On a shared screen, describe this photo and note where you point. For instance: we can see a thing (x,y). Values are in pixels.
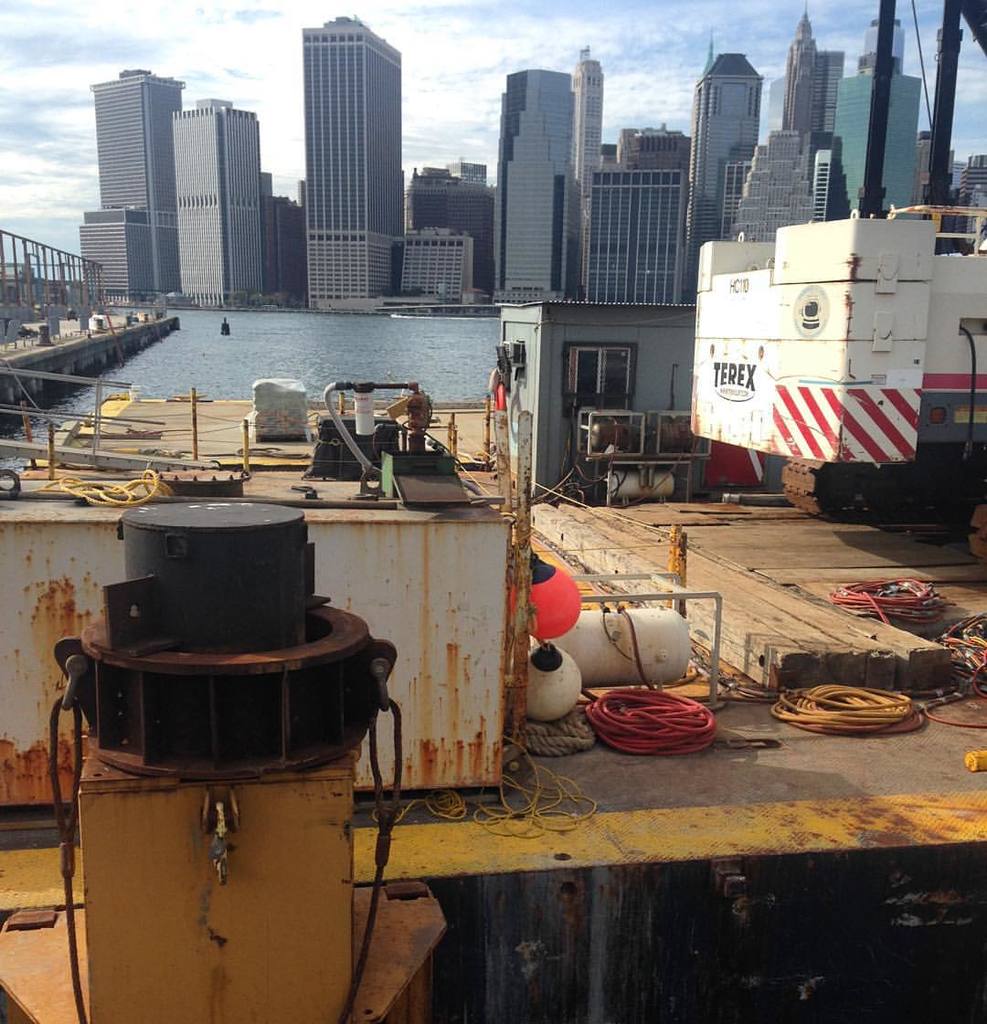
In this image we can see many skyscrapers (433,173). There is a cloudy sky (263,155) at the top most of the image (158,53). There is a sea (409,347) in the center of the image (355,351) and a bridge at the left most of the image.
